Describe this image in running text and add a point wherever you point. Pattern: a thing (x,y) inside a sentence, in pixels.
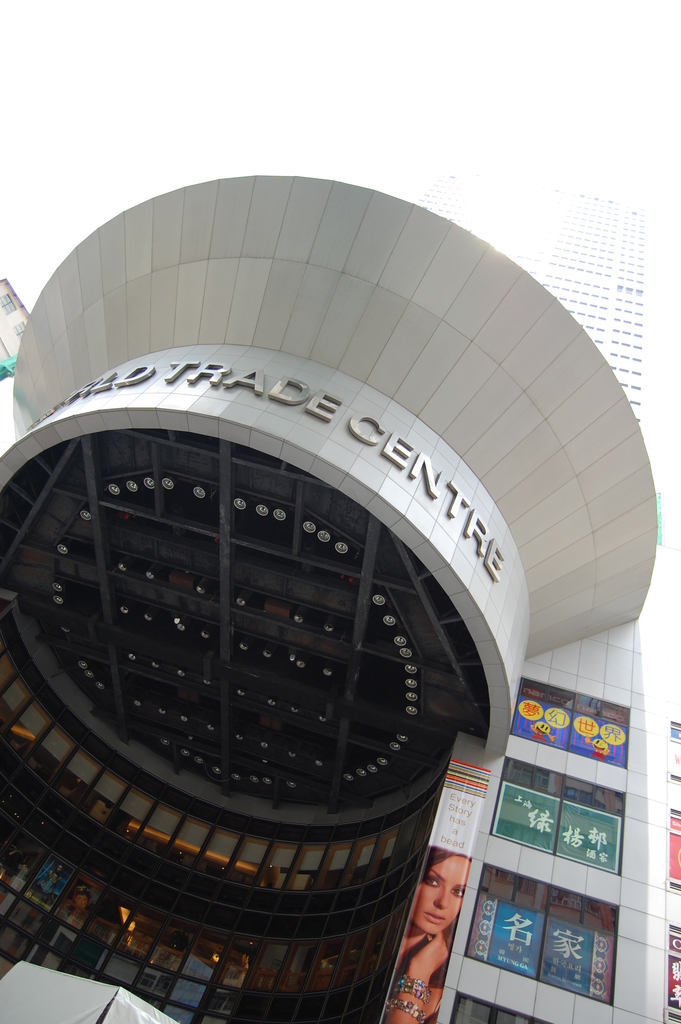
In the image we can see a building (329,1021), on the building (456,688) there are some posters (529,694).
